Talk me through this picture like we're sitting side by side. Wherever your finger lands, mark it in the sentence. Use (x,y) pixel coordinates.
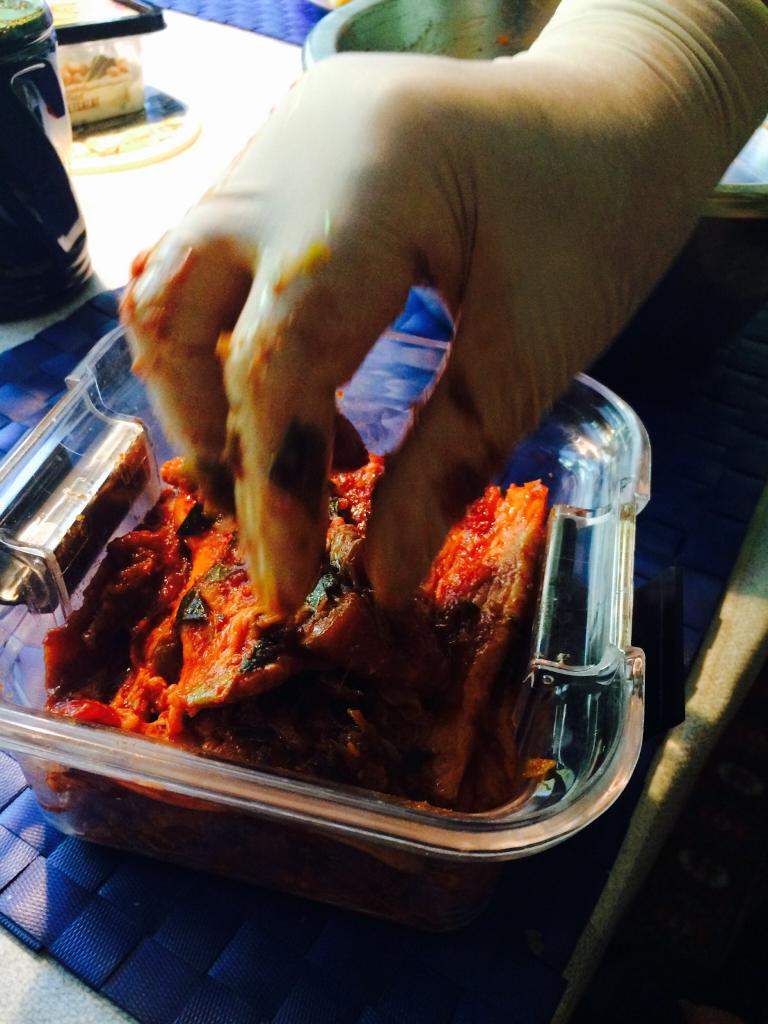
In this image we can see a person (365,57) holding food (365,524) that is placed in the container (235,771) on a table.
